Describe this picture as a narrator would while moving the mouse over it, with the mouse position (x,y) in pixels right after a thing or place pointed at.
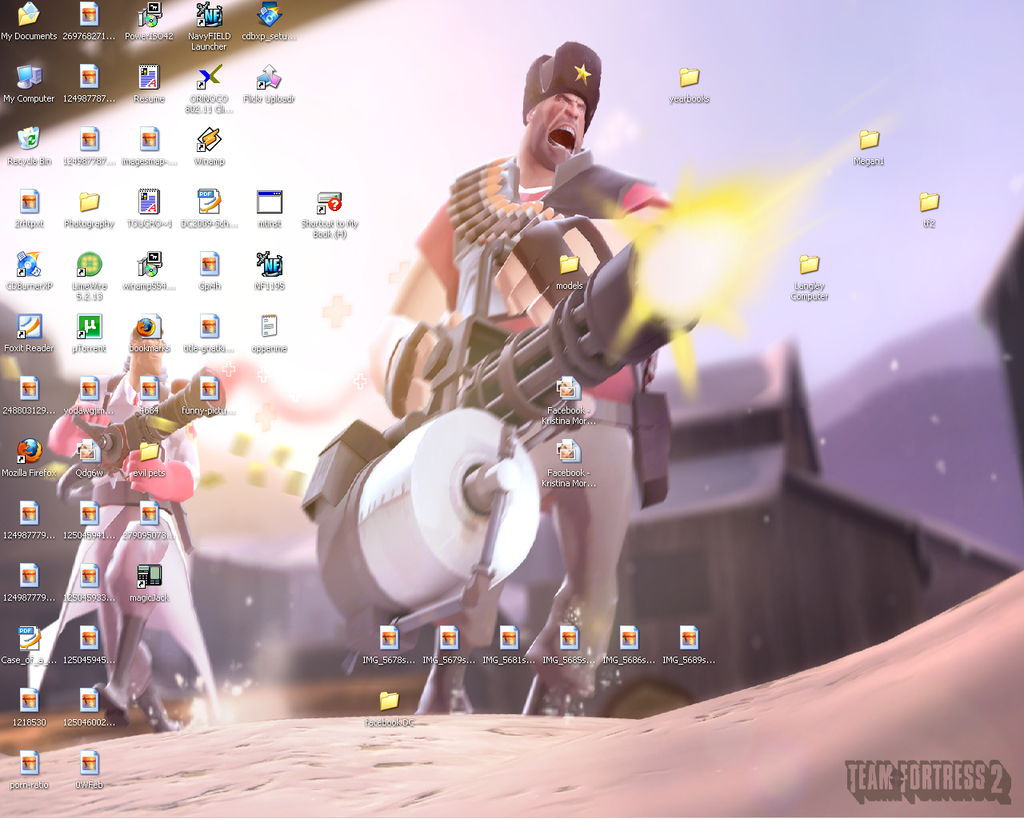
In the picture I can see animated characters (620,399) and some other things (545,729). I can also see icons (692,659) and watermark (954,770) on the image.
